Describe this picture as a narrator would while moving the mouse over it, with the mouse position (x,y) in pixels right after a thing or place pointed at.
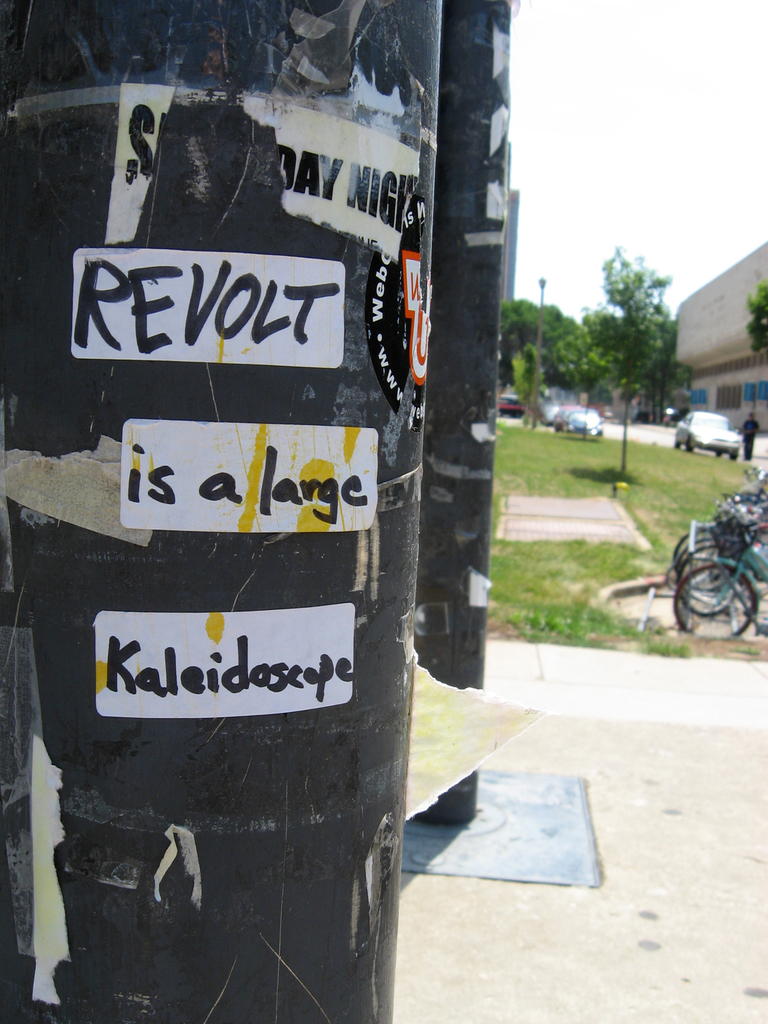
In this image I can see a black colour thing (94,814) in the front (299,740) and on it I can see few white colour papers (274,350). On these papers (234,512) I can see something is written. On the right side of this image (587,644) I can see few bicycles (719,596), few vehicles (724,431), grass (569,451), few trees (667,378), a building (690,302) and I can also see one person (752,420) is standing.
